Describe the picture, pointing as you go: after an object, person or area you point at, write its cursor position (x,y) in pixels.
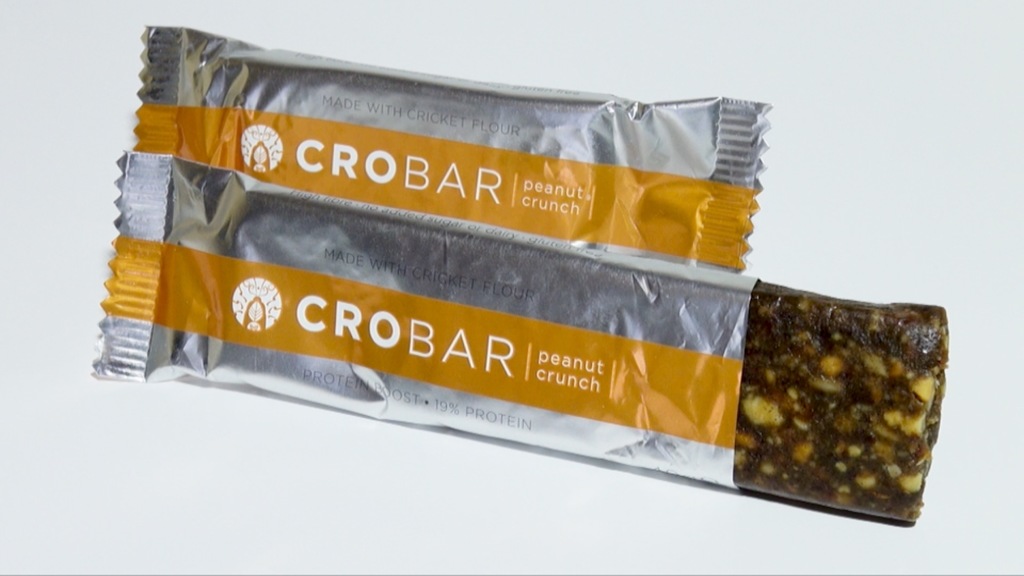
In the center of the image (485,284) we can see a choco bar (521,342) is present.
